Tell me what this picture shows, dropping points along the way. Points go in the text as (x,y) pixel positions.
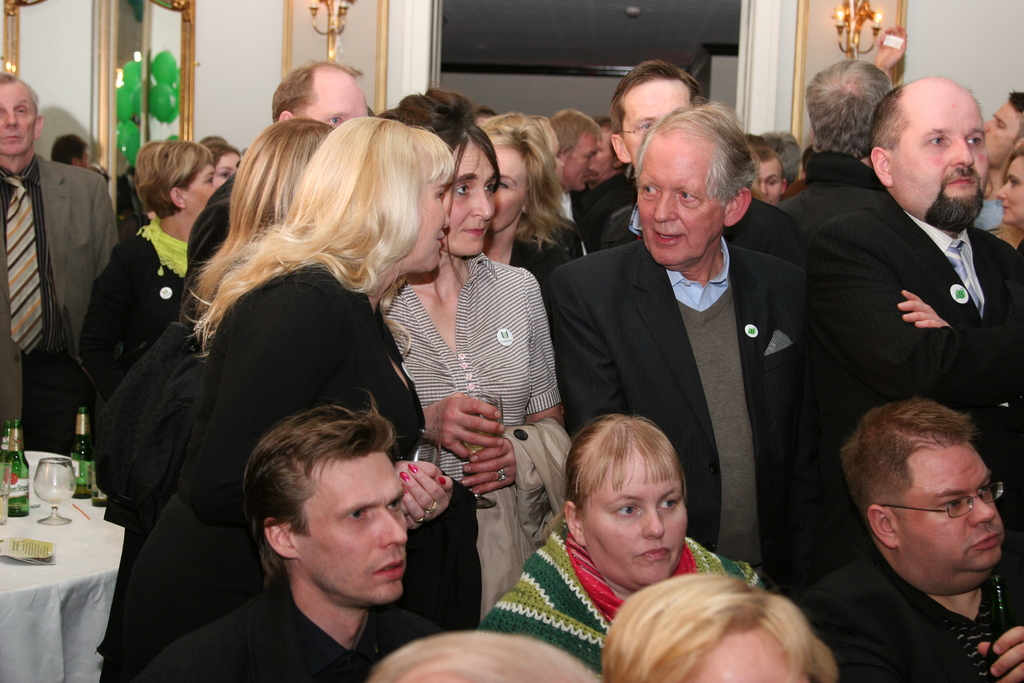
In this image I can see group of people (672,467), some are sitting and some are standing and I can see few glasses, bottles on the table (39,579). In the background (961,46) I can see few frames (125,8) attached to the wall (943,53) and the wall (980,43) is in white color.
